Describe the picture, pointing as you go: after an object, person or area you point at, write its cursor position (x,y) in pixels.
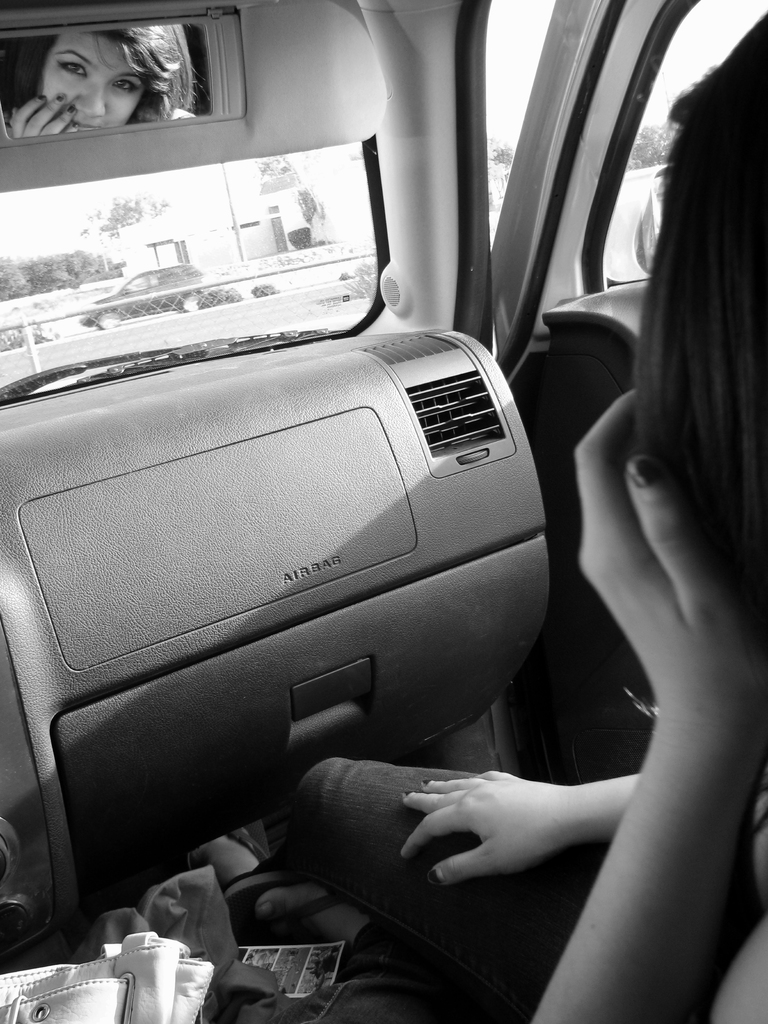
In this image we can see a inner side (9,832) of a car (465,236). This is a mirror (43,122) in which a woman face (128,101) is observed.
